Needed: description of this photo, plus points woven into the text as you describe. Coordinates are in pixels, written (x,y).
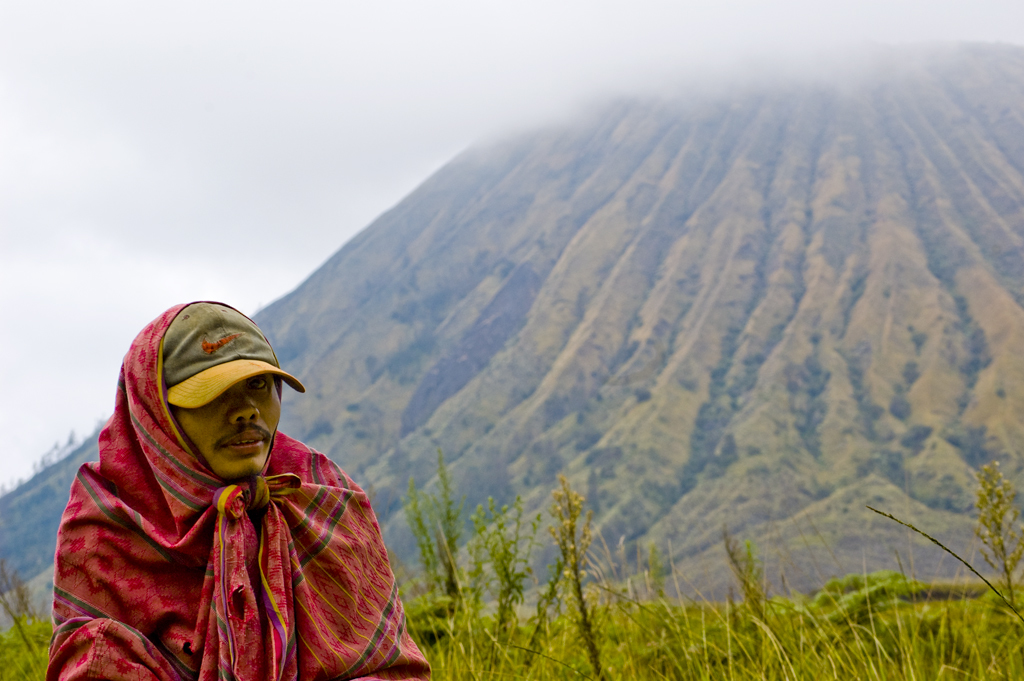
In this picture i can see a man (250,520) is wearing a cap (165,371) and cloth (191,541). In the background (478,443) I can see mountain (585,325), grass (575,602) and sky (177,205).
